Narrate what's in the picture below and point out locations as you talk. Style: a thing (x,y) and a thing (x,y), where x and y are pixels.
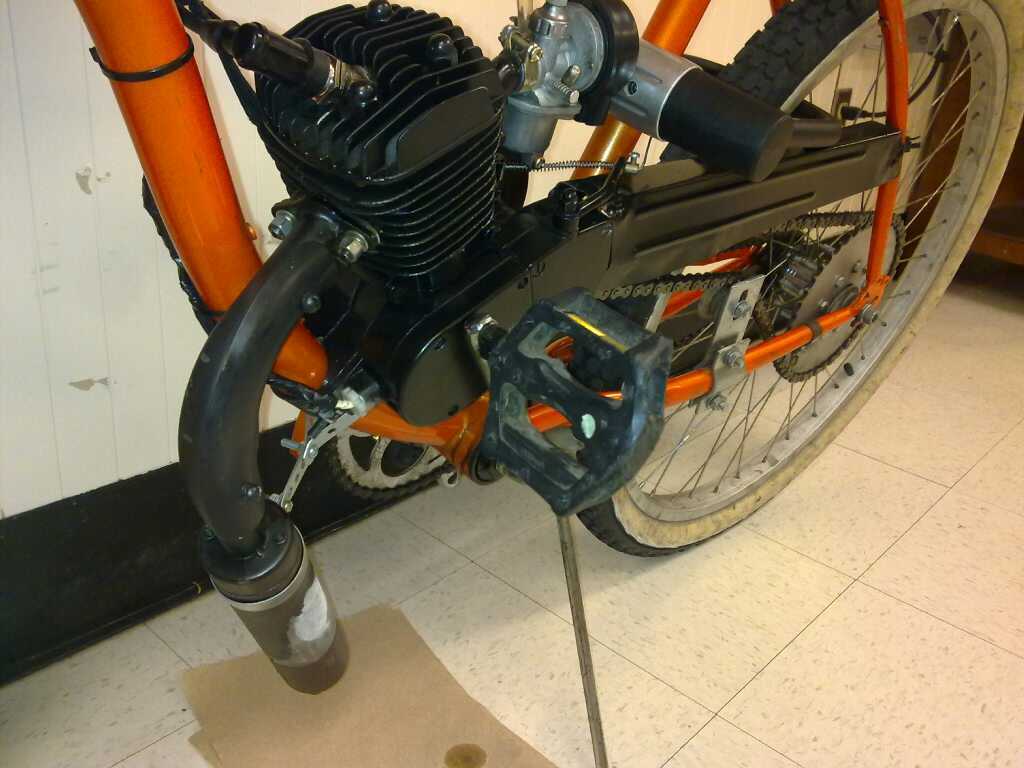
In this image I can see a motorcycle (505,377) on the floor (779,617). In the background (49,335) there is a wall (51,301). At the bottom (331,715) there is a paper (320,718) placed on the floor (479,647).
